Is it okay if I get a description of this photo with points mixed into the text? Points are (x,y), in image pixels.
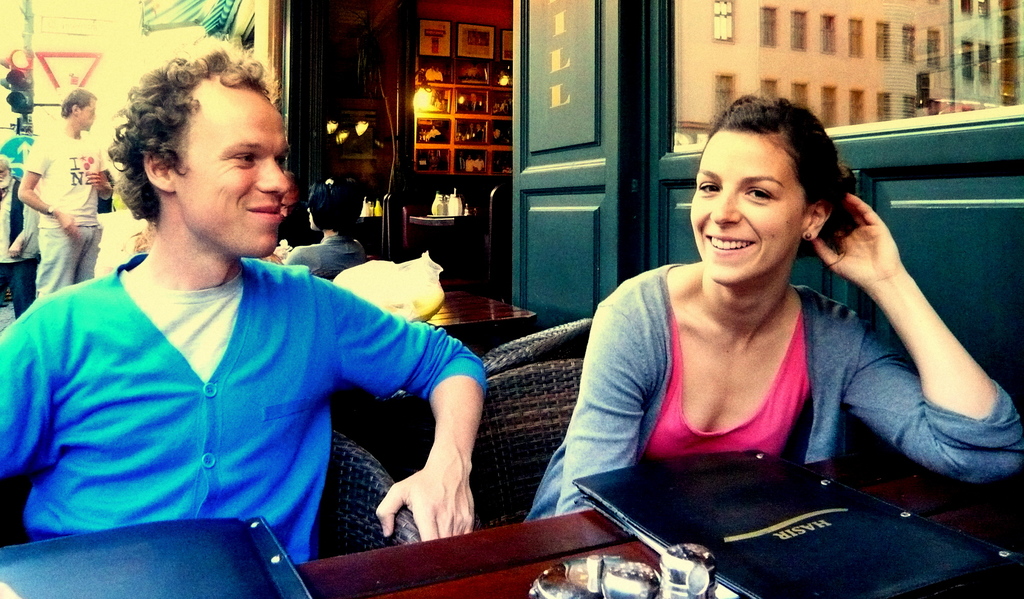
Here we can see that the two people (731,212) are sitting on the chair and smiling, and in front (547,531) here is the table (564,539) and some objects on it, and at back (443,66) there is the wall (499,58) and photo frames (474,133) on it, and here is the light (426,105), here is the traffic signal (21,79).
